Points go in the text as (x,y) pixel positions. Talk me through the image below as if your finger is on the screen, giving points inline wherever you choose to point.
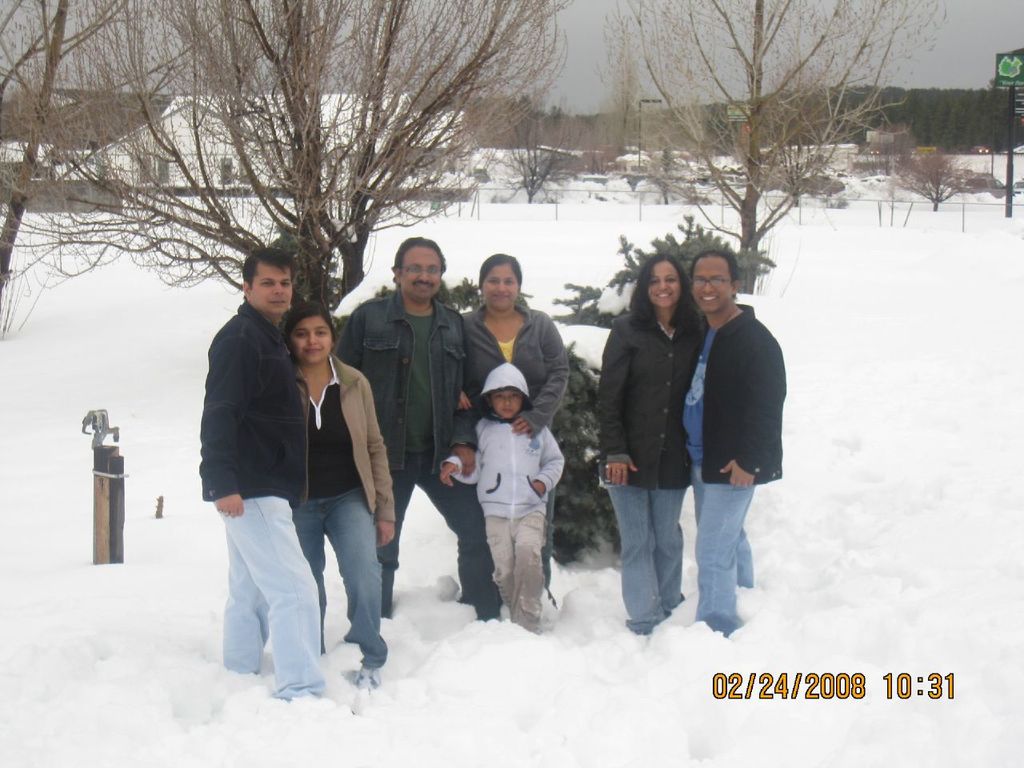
In this image there are few people (775,408) visible on the snow land (151,557), behind them there are some trees (575,125), buildings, sky (744,82), signboard (1011,112) visible.
